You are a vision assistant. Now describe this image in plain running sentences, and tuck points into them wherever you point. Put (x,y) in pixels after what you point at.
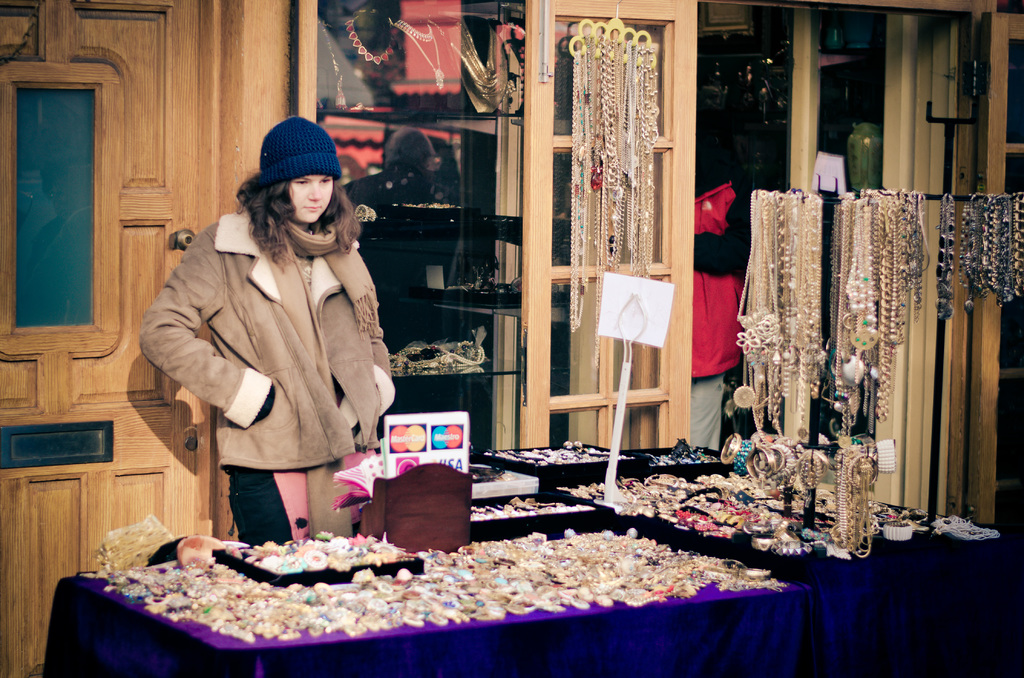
There is a woman (318,305) standing in front of few Jewellery items (600,563) and there are few jewels (845,251) hanging to a stand (823,220) in the right corner (863,217).
